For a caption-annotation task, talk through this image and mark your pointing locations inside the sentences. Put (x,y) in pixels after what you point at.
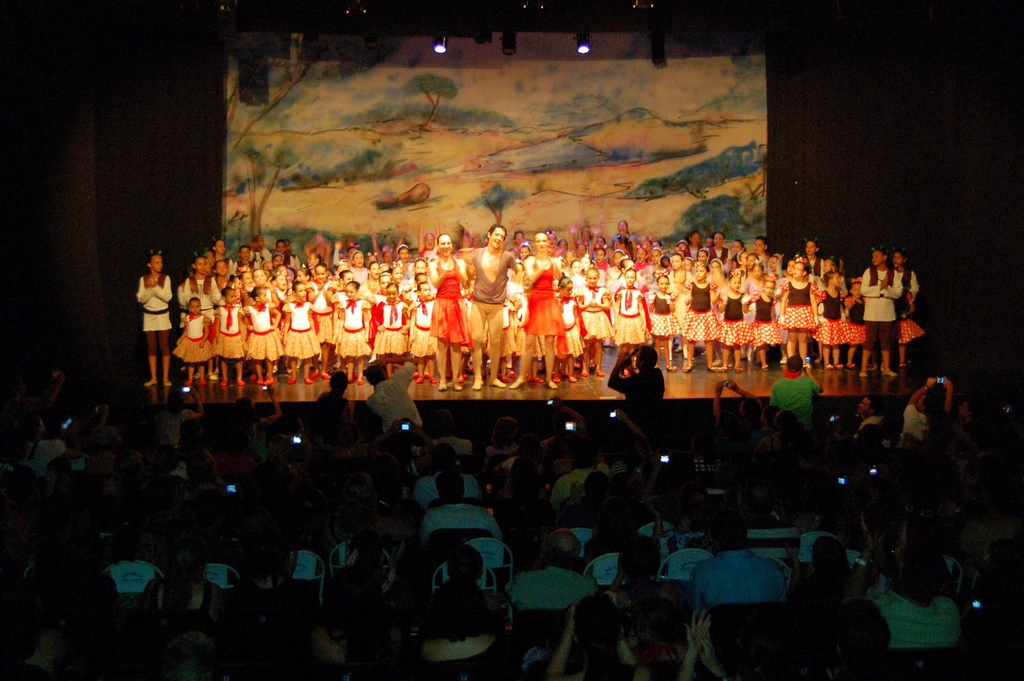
On stage (561,369) there are children (707,339) and people (546,291). Background (586,210) there is a painting (618,103) and focusing lights (511,51). These are audience (431,484) sitting on chairs (678,563).
